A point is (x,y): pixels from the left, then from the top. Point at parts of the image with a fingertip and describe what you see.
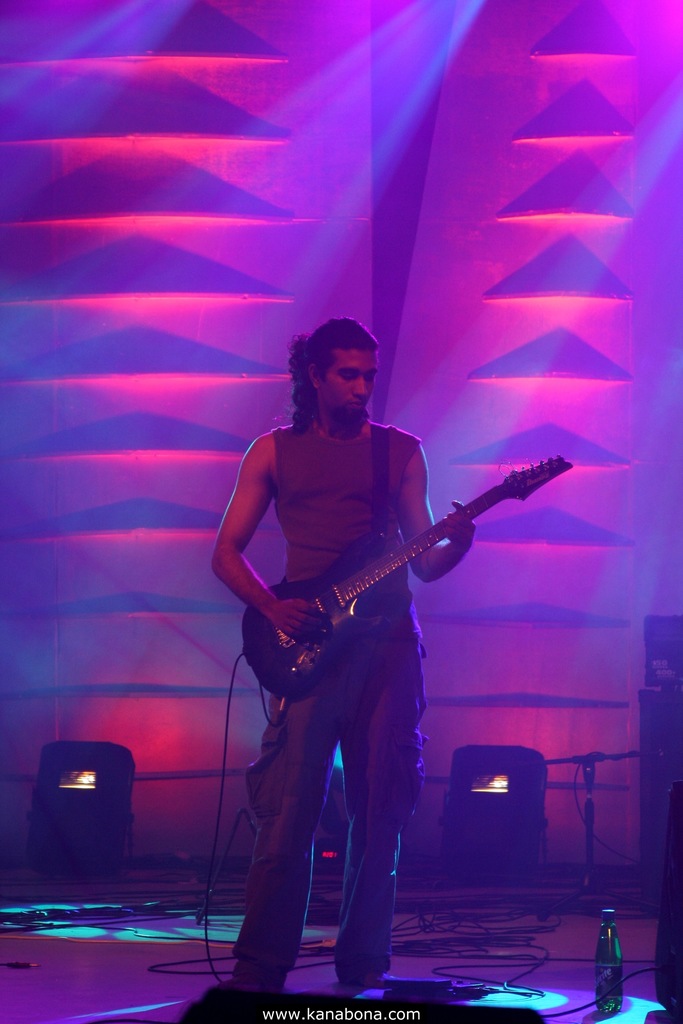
In this image we can see there is the person (322,469) standing and playing a guitar (384,569). And we can see the bottle (606,958), wires (457,945), lights (514,808) and the wall (467,187).
